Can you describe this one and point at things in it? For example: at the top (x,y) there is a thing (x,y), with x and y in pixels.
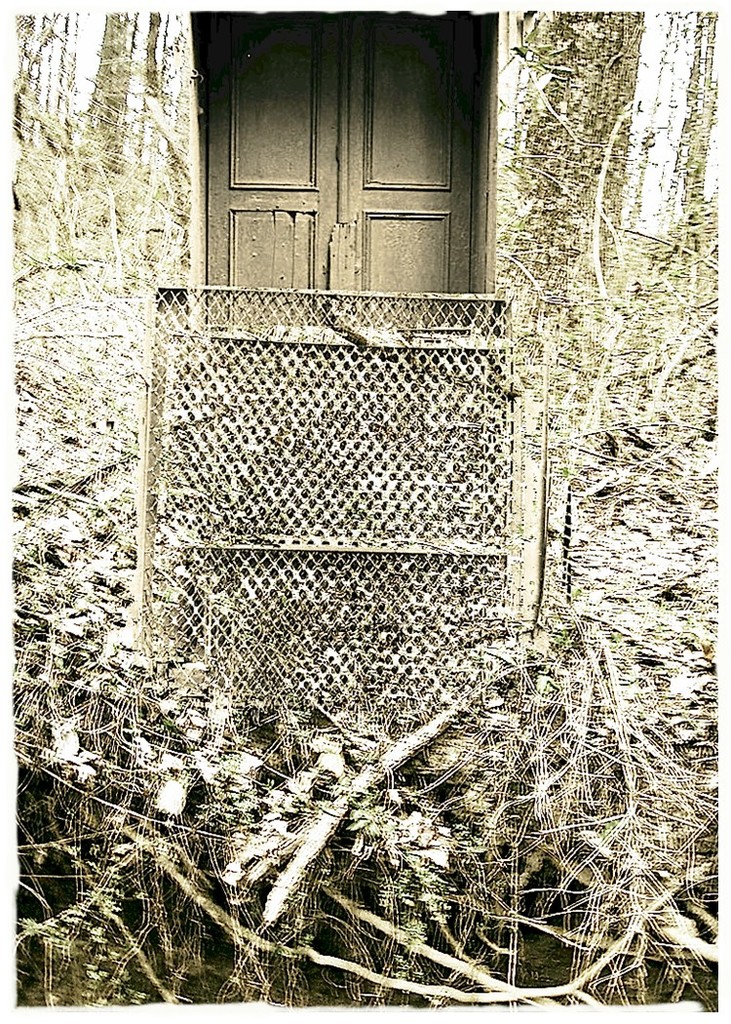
In this picture we can see plants (65,633), some fencing (145,548) and the doors (235,158) on the wall (491,276).
